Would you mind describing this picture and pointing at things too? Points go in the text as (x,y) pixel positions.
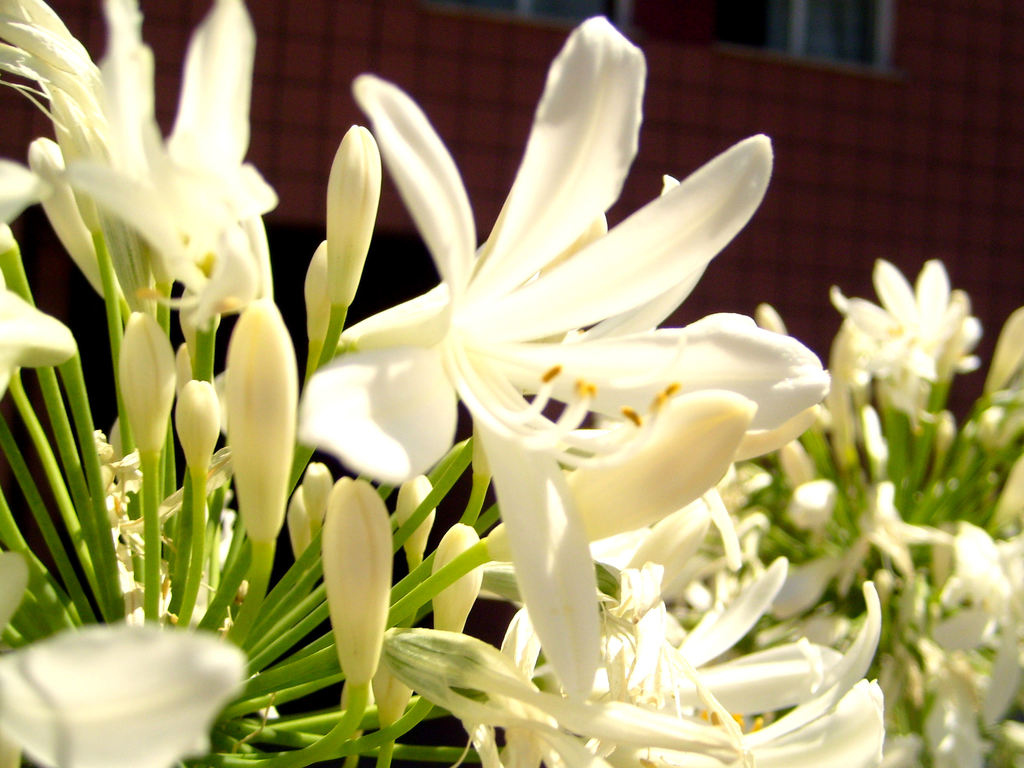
In this image we can see some flowers (558,584) and buds (447,551) on the plants (255,445), in the background (347,103), we can see the windows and the wall (851,237).
